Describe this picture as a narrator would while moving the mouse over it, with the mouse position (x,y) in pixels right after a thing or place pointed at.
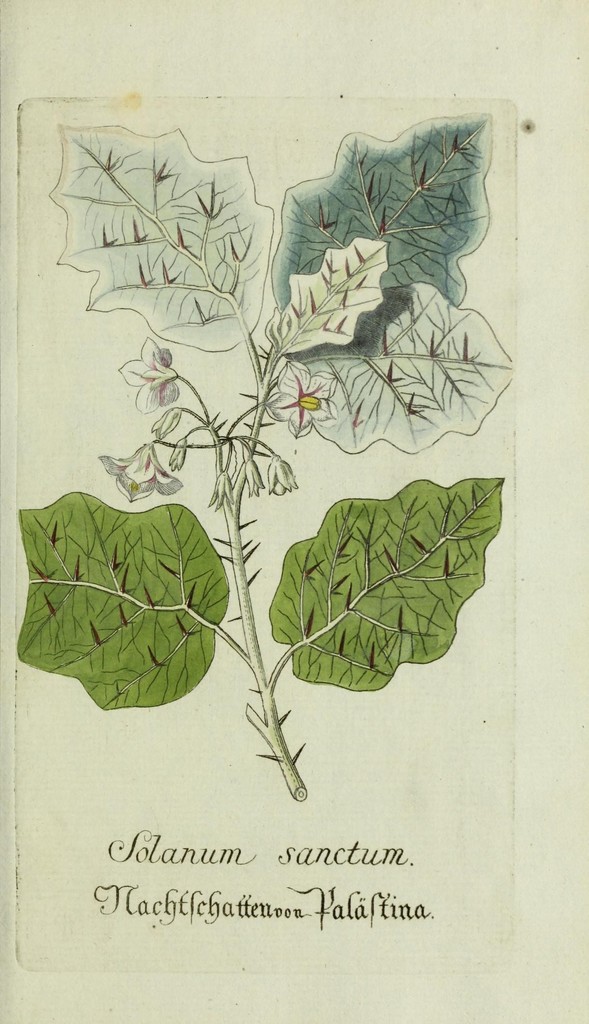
In this picture we can see a poster (191,551), in the poster (236,587) we can find leaves (203,292), flowers (168,391) and some text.
